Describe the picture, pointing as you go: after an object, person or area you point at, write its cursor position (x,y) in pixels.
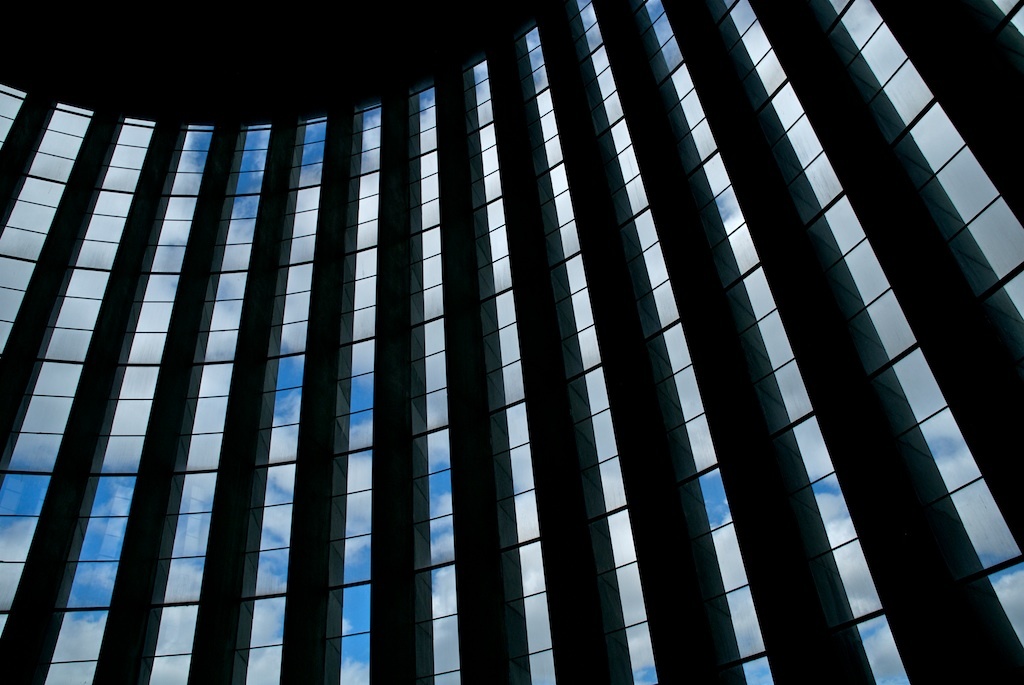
In this image there are pillars (328,632) and glass windows (680,375) and through the windows (833,480) we could see sky (296,342), and there is a dark top (218,82).
